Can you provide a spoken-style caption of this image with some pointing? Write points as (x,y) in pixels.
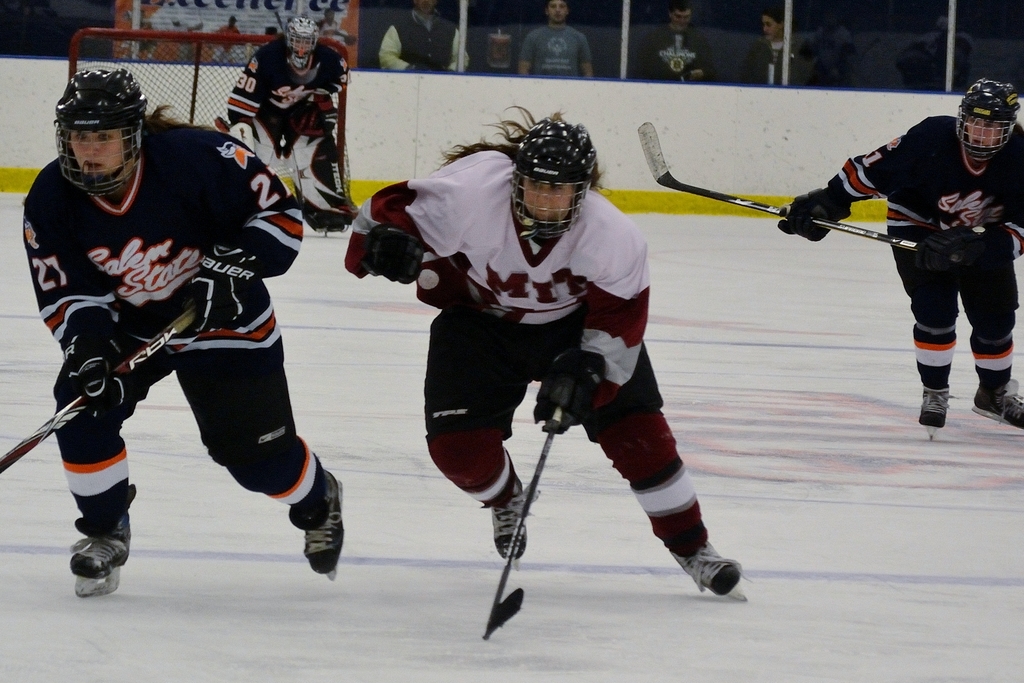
In this image there are group of people (275,111) with helmets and hockey sticks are playing ice hockey game, and in the background (189,74) there is hockey net (207,76) and group of people (460,70) standing.
